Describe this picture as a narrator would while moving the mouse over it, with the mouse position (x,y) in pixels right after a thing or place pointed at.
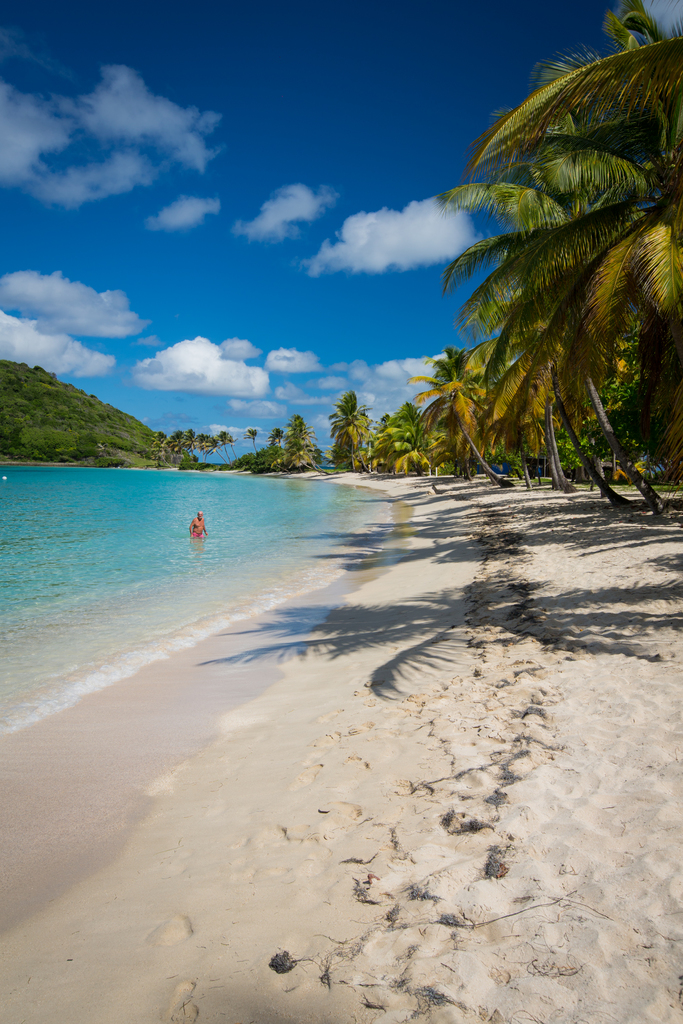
In the picture we can see a beach (392,667) with a sand (204,702) and near it, we can see the water (80,650), which is blue in color and a person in it and around the beach (613,515) we can see coconut trees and a hill (32,444) with trees (62,419) and behind it we can see a sky (291,347) with clouds (181,365).
